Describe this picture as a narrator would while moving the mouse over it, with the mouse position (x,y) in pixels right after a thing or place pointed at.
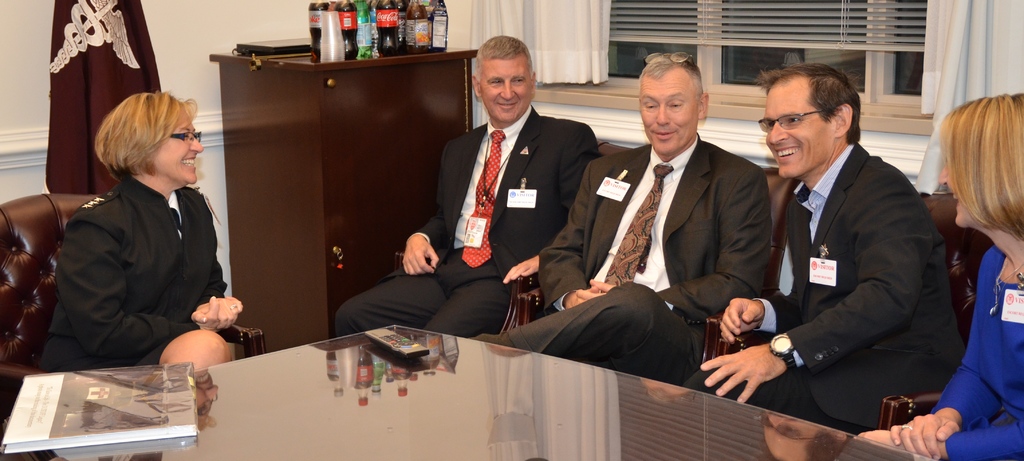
In this image we can see there are people (429,252). There is a remote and a book (168,395) on the table (331,425). There are bottles (407,32), glasses (343,44) and objects (284,52) on the cupboard (363,125). There are curtains (1004,8) and windows (808,49).
